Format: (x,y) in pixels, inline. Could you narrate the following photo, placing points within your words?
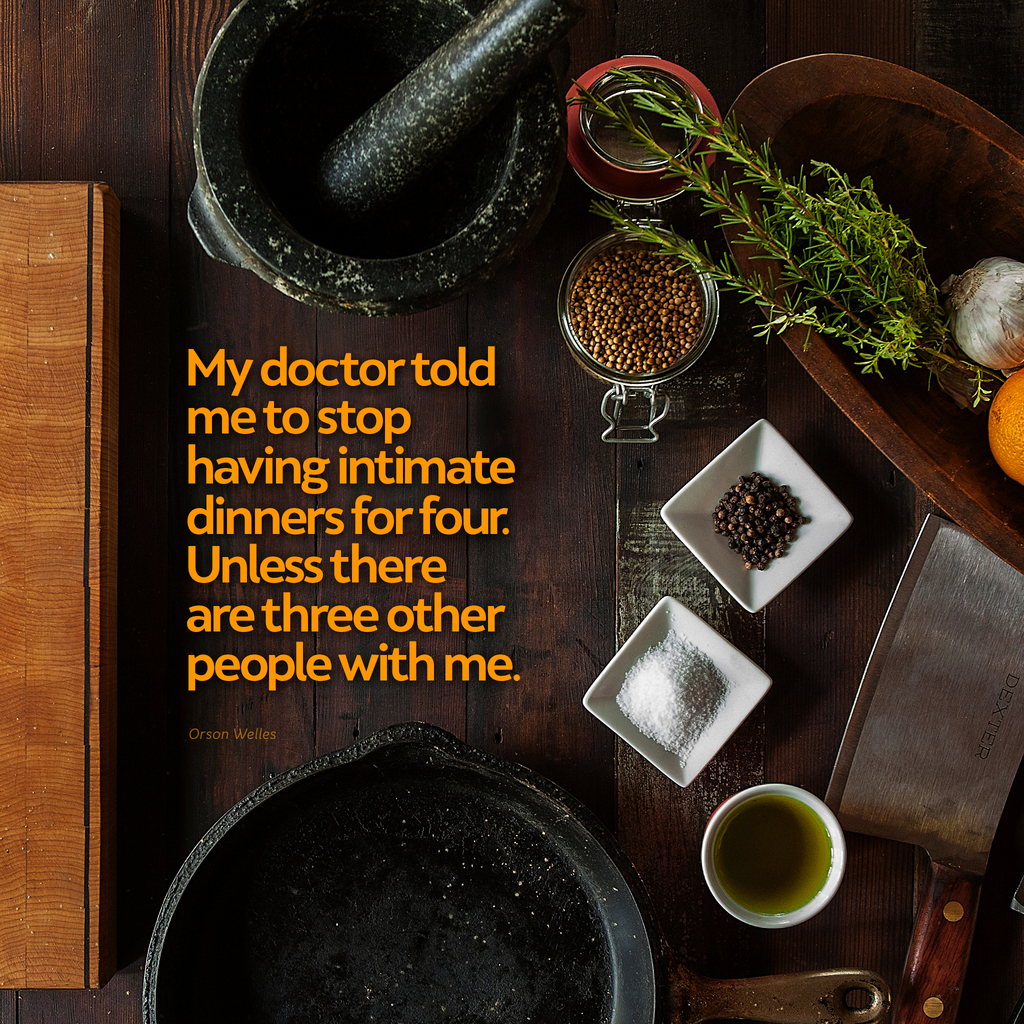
In the image we can see there are kitchen things (678,629), there is a wooden surface (127,190), stone (270,202), bowl (609,719), knife (912,650), pan (492,899), leaves (846,289), jar (620,249), garlic (984,320) and orange (1001,431).
